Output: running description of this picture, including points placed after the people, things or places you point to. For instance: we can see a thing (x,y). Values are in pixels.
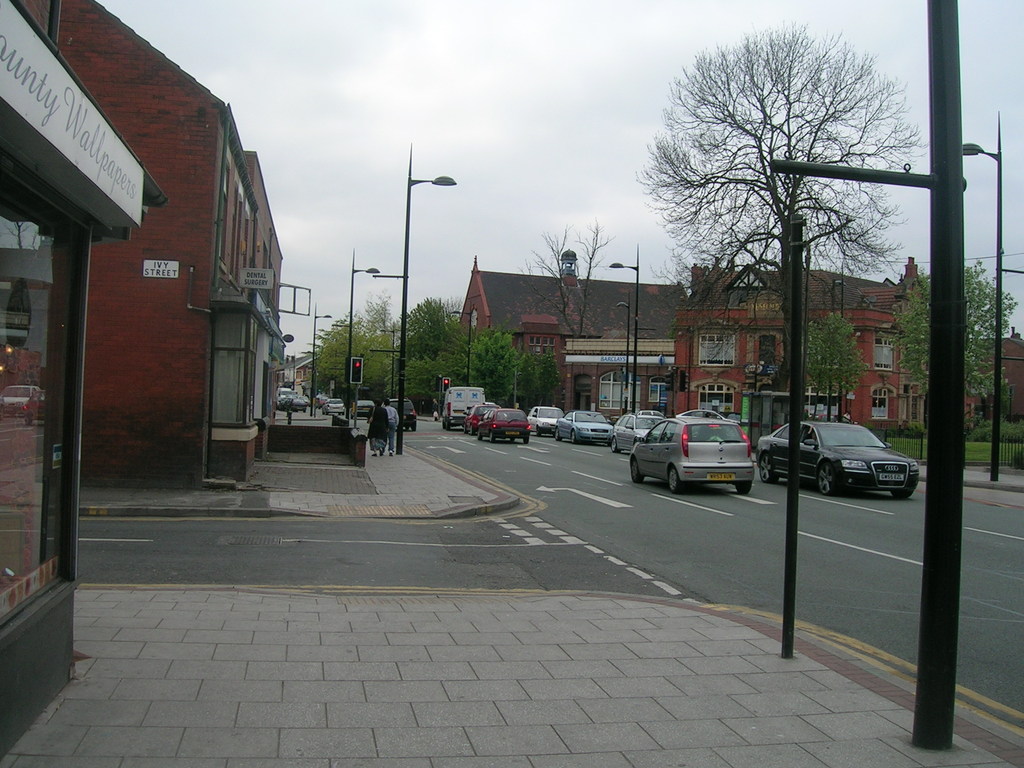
In this picture there are houses (566,266) on the right (813,357) and left side of the image (174,168), there are people (378,440) in the center of the image (396,428) and there are trees (364,353) in the center of the image (370,342), there are poles (399,414) on the right (805,317) and left side of the image (315,404), it seems to be the road side view.
